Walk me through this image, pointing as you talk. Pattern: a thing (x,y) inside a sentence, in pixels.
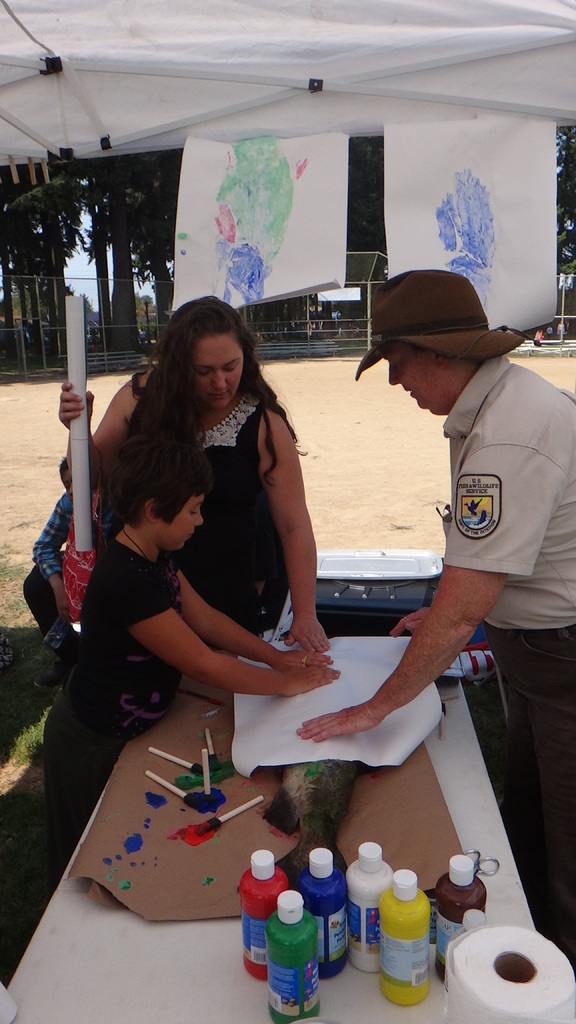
In this image we can see few people (528,508). There are few objects (365,828) on the table (340,1001). A person (561,771) is wearing a hat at the right side of the image (384,288). There is a tent (442,119) in the image. There is a fence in the image. There are many trees (115,334) in the image. We can see the sky (83,269) in the image.
